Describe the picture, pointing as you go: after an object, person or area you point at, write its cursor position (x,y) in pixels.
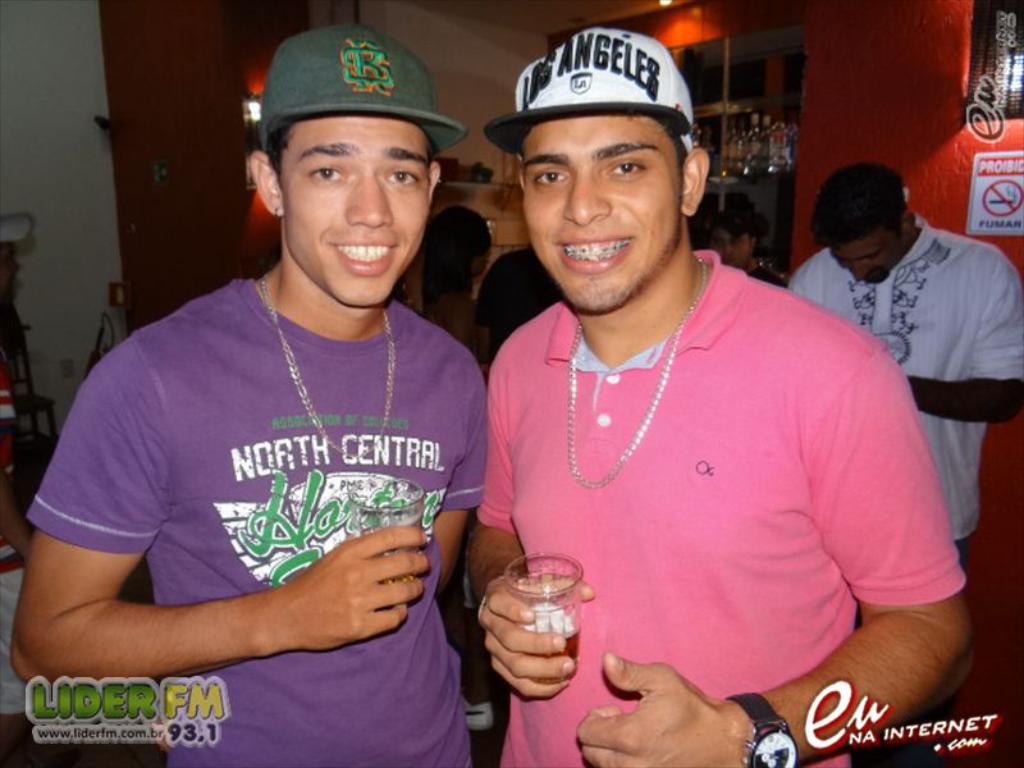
In this image, I can see two men (527,478) standing and smiling. Behind these two men (480,477), I can see a group of people (765,229) standing and the bottles (734,122) in a rack (776,116). On the right side of the image (1004,205), there is a board (991,209) attached to a wall (985,145) and there is the watermark (981,130). At the bottom of the image (197,718), I can see the watermarks (153,722).
